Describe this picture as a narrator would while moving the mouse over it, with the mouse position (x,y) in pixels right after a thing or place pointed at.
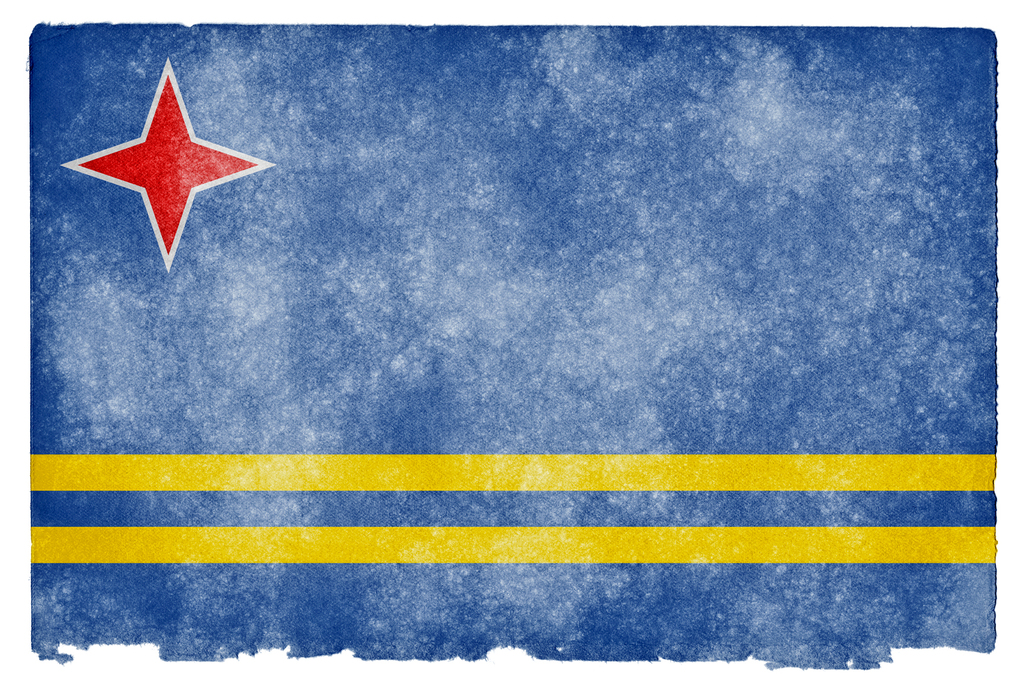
In this image there are two yellow colored parallel lines (317,479) and a red colored star (206,161) on a blue colored background (475,266).
